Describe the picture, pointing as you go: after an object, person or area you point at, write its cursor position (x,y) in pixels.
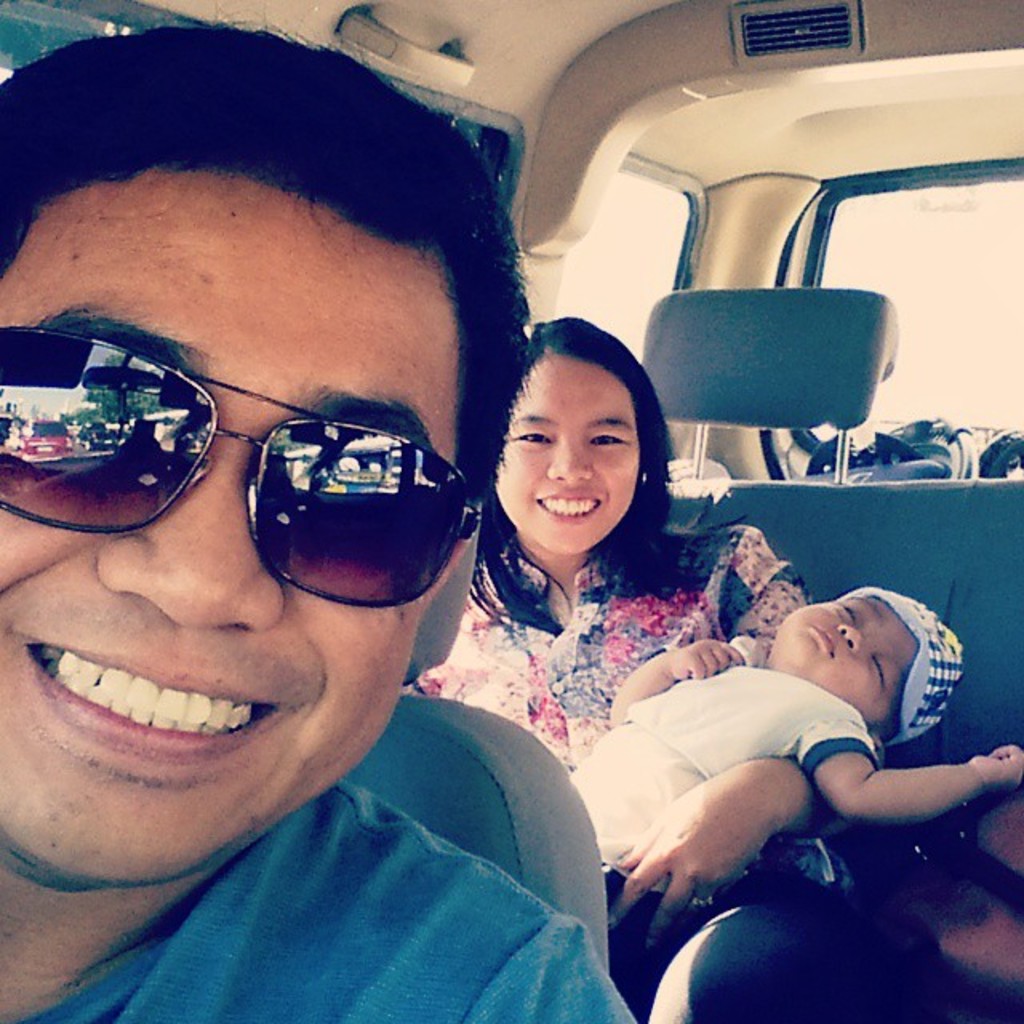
In this picture we can see an inside view of a vehicle (686,241), here we can see a man (390,929) and a woman (608,670) are sitting, this woman (608,657) is holding a baby (798,748), a man (321,846) in the front (156,604) wore goggles (157,510).
